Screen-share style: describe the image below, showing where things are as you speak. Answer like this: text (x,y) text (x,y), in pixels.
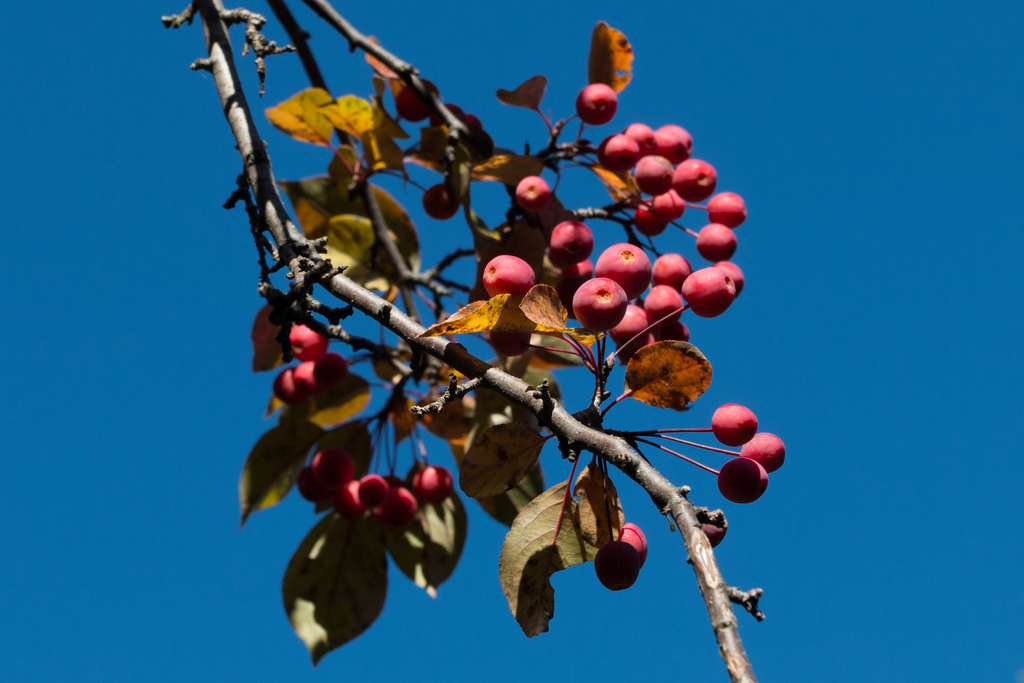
Here we can see fruits (323,355) to a tree (291,182) and this is a sky (74,452).
